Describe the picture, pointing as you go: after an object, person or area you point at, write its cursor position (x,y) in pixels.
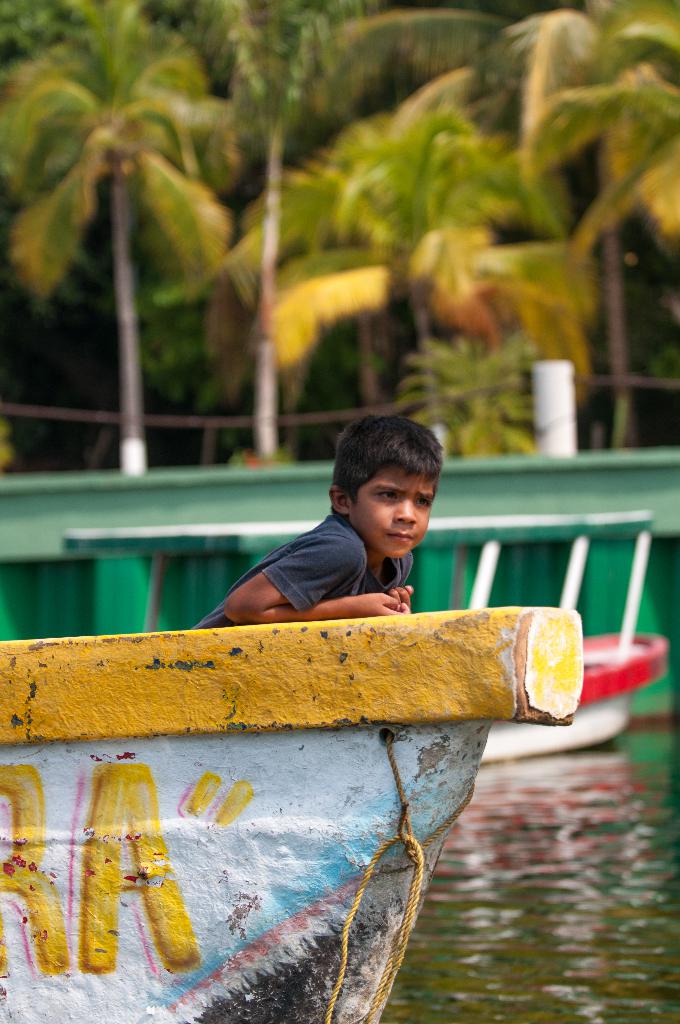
In this image we can see two boats (564,715) on the water (571,889) and a boy (403,544) on the boat (445,761), in the background (204,511) there is a wall (445,506) and few trees (419,295).
